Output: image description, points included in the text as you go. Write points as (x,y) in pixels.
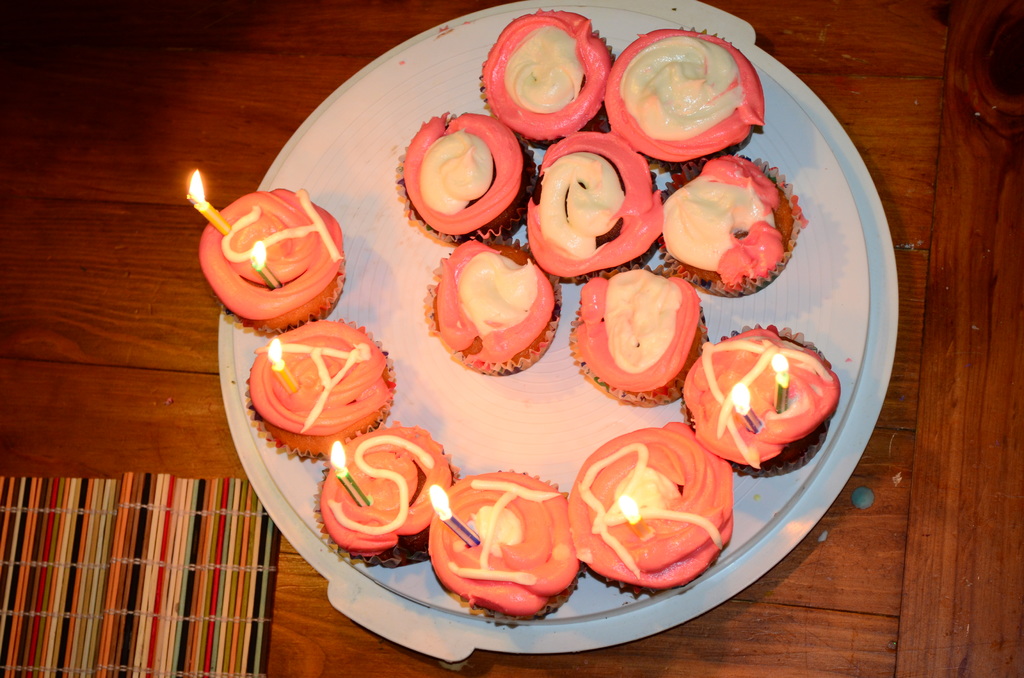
In this picture I can see a number of cupcakes (485,354) on the plate (480,452). I can see plate (474,464) is placed on the table (215,334). I can see the candles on cupcakes (335,407).
